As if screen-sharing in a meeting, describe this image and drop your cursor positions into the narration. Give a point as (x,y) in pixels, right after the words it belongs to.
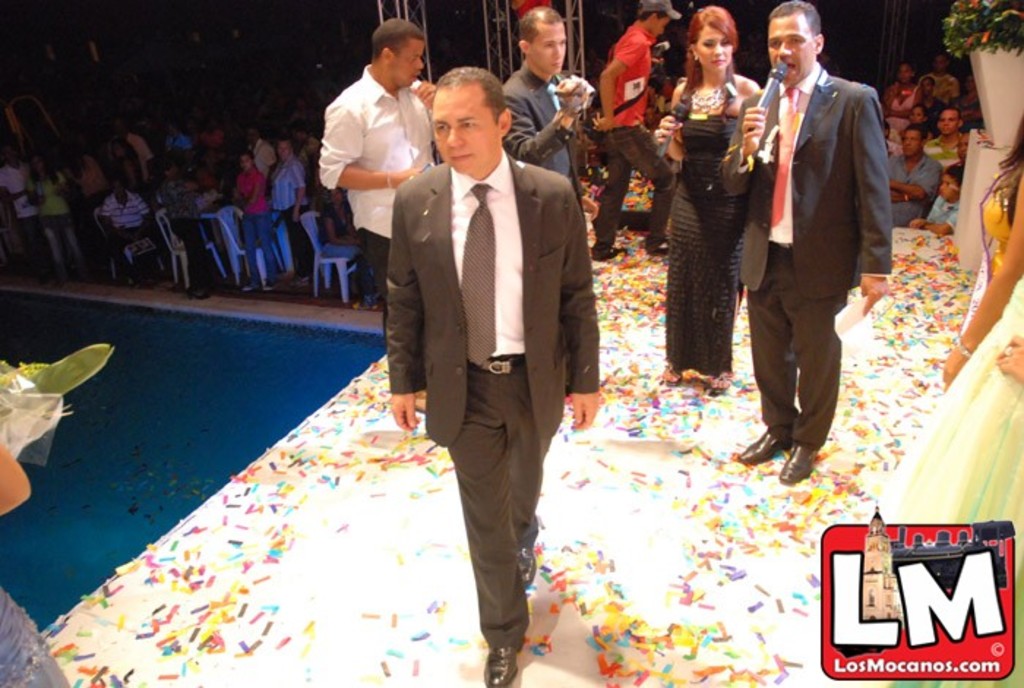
In the picture I can see group of persons (860,258) standing where two among them are holding a mic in their hands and there are few persons (252,163) and chairs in the background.
